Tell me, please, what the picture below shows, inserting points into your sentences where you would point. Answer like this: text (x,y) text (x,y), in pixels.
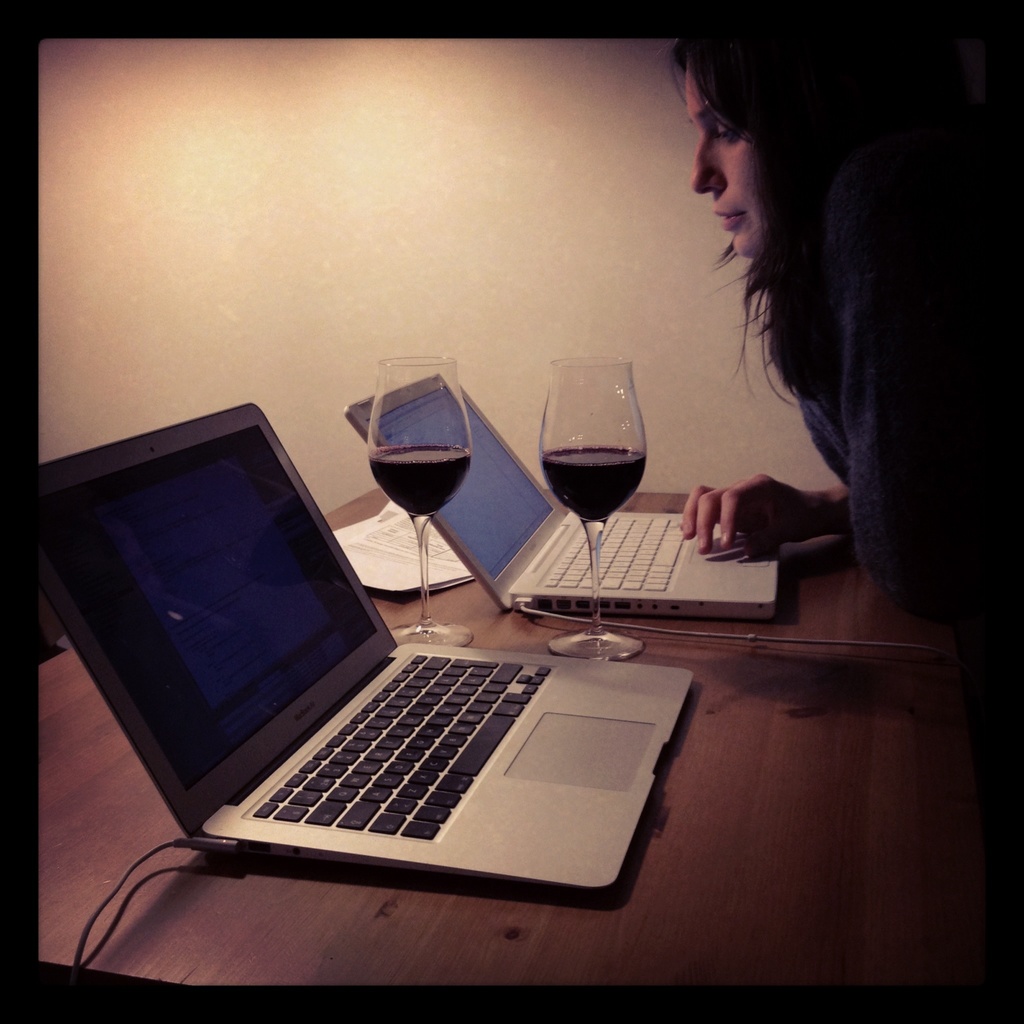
In the picture there is a woman (819,508) who is working with the laptop (550,516), there are two laptops (540,597), two glasses (579,634), a paper (394,594) placed on the table (402,604), for the first laptop (258,840) which is placed on the left side (216,843) there is a wire (196,843) also. In the background (328,257) there is a wall (178,182).
